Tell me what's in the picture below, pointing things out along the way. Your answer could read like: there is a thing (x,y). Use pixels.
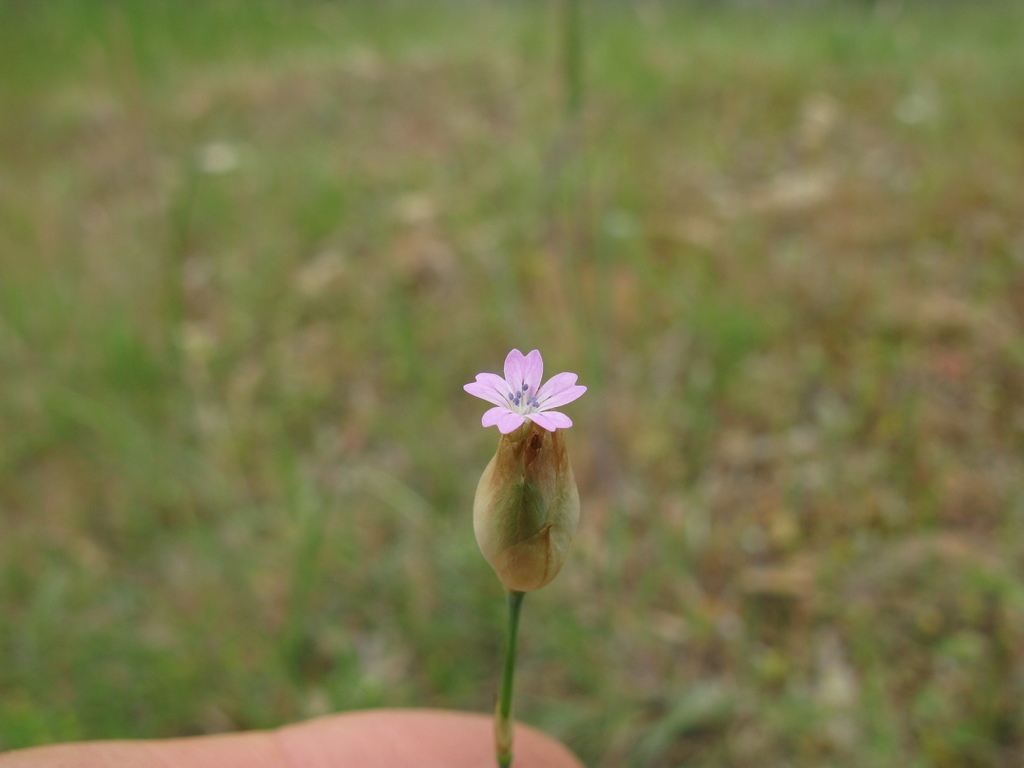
In this image I can see a purple color flower (526,380). Background (156,248) is in green color and it is blurred.
